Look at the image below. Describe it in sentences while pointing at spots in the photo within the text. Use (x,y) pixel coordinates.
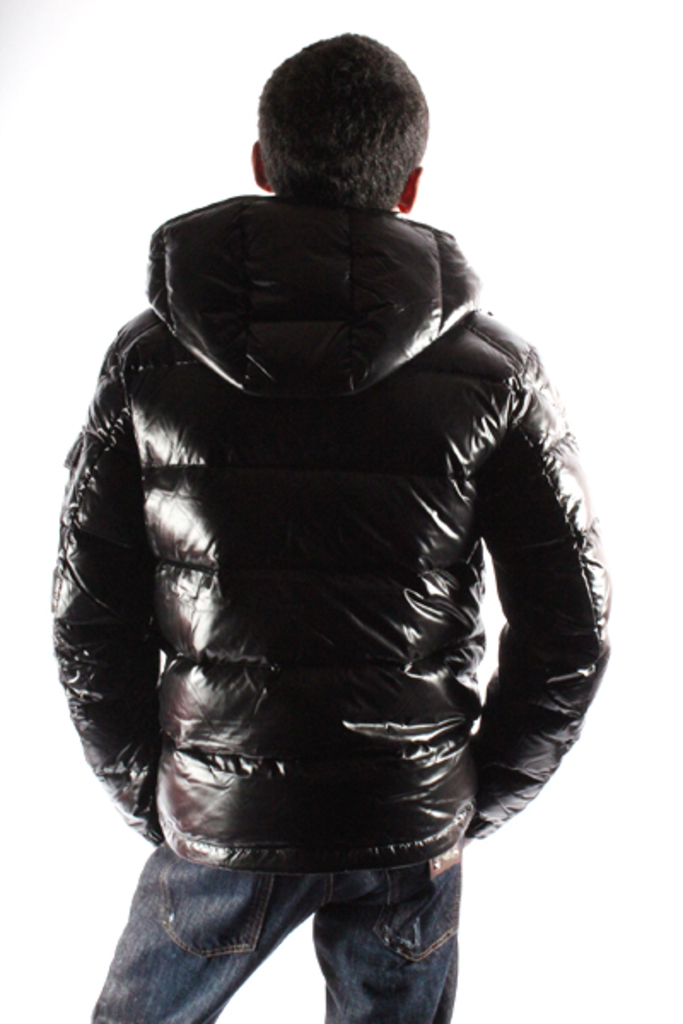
In this image I can see a person (148,723) standing wearing a black color jacket (292,582), blue color pant (167,881) and I can see white background (512,8).
